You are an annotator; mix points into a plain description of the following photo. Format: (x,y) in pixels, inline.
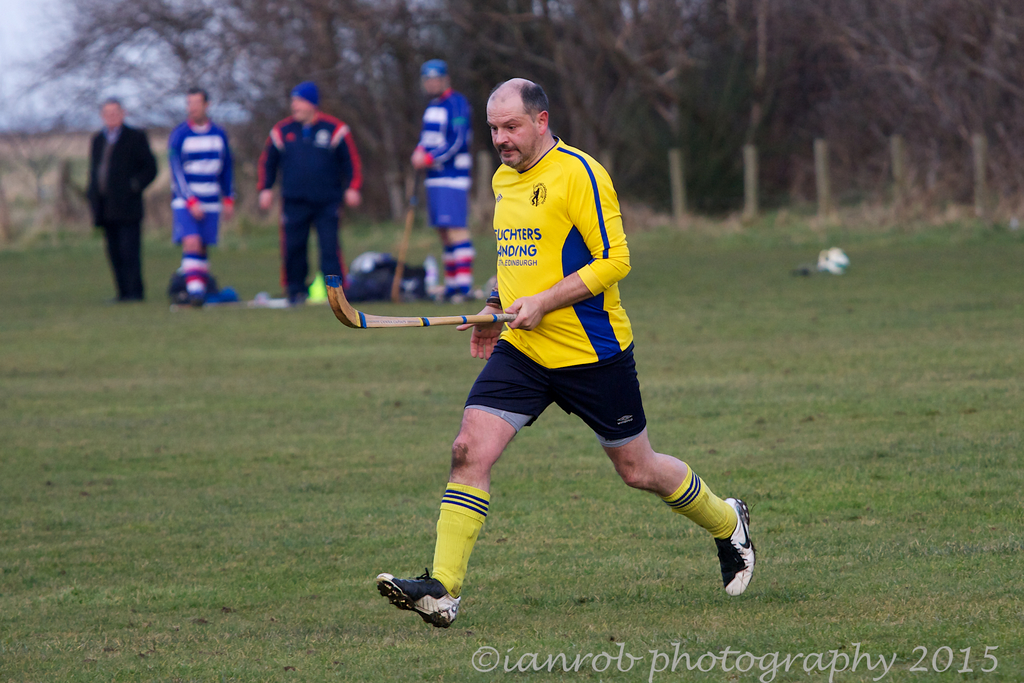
In the center of the image (549,236) there is a person (517,107) running holding a hockey stick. In the background of the image (434,221) there are people (298,203) standing. At the bottom of the image (250,612) there is grass (501,645). There is some text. In the background of the image (502,71) there are trees (584,85). There is a fencing (677,177).
